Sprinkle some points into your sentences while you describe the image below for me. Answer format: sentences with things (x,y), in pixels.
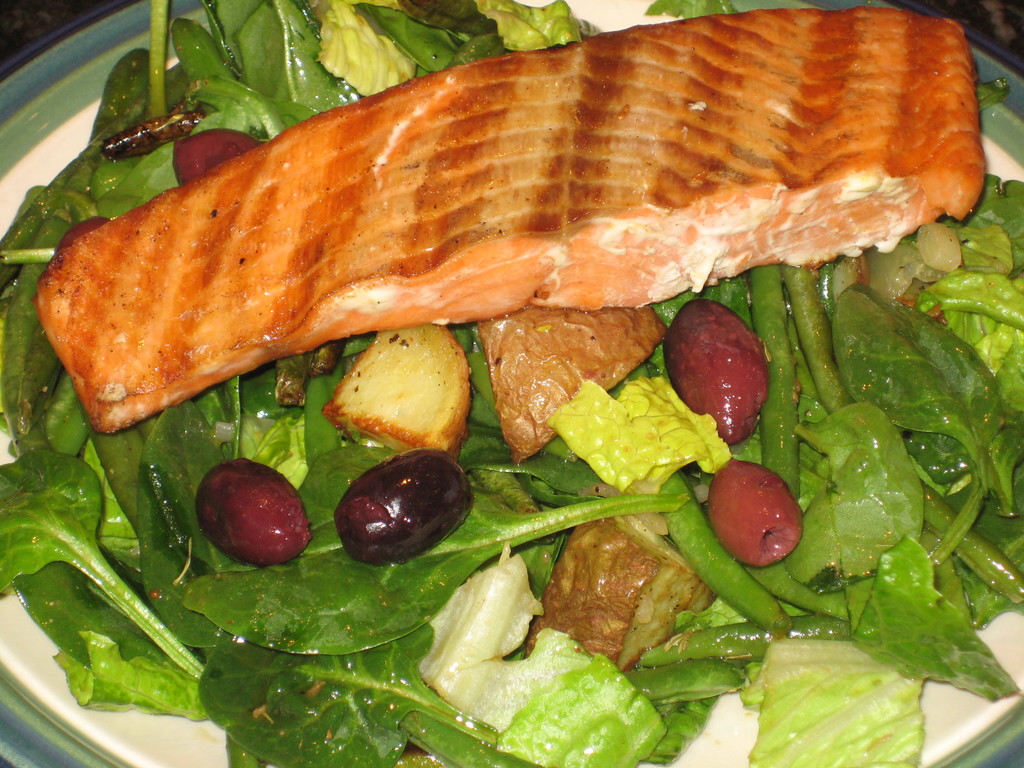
In this plate (637,6) we can see fry fish (568,236), potato pieces (592,611), vegetables (860,351) and other food items (723,545). This plate (1006,120) is kept on the table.
